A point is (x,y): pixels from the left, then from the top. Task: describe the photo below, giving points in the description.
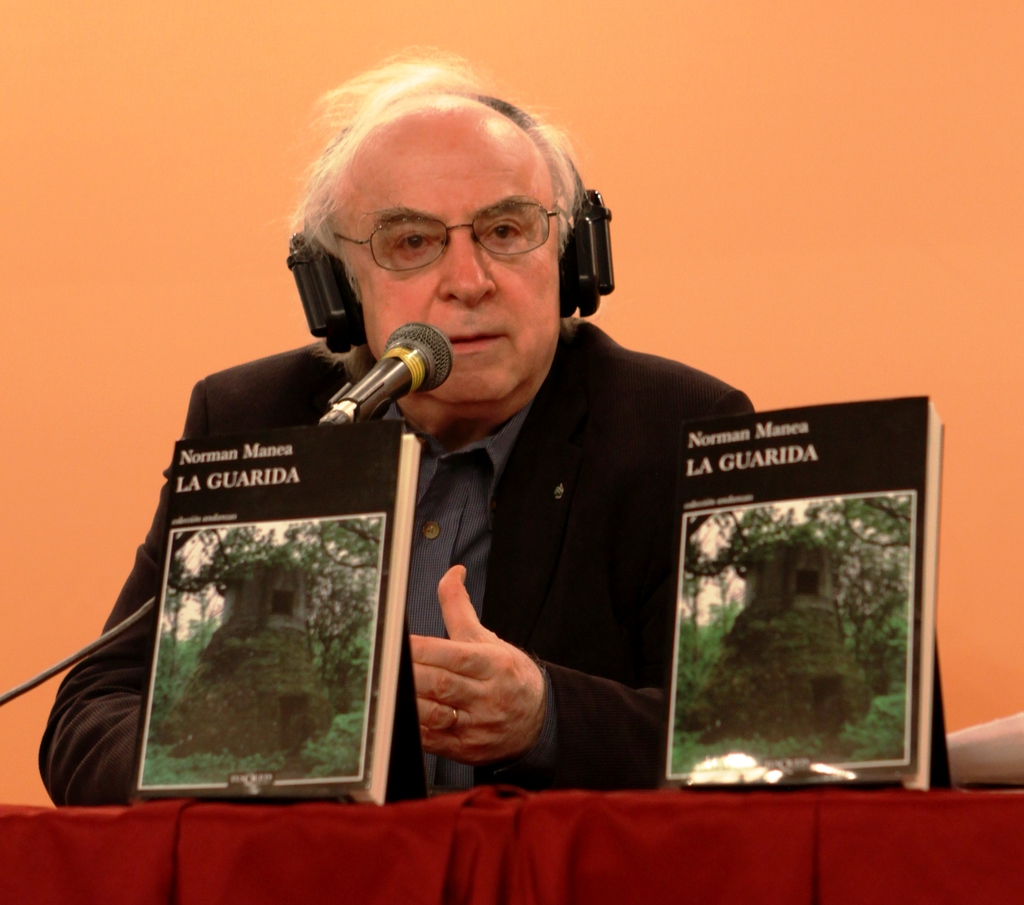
In this image we can see person (567,434) sitting at the table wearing headset (569,288). On the table (472,820) we can see books (333,698) and mic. In the background (87,194) there is wall (702,76).
